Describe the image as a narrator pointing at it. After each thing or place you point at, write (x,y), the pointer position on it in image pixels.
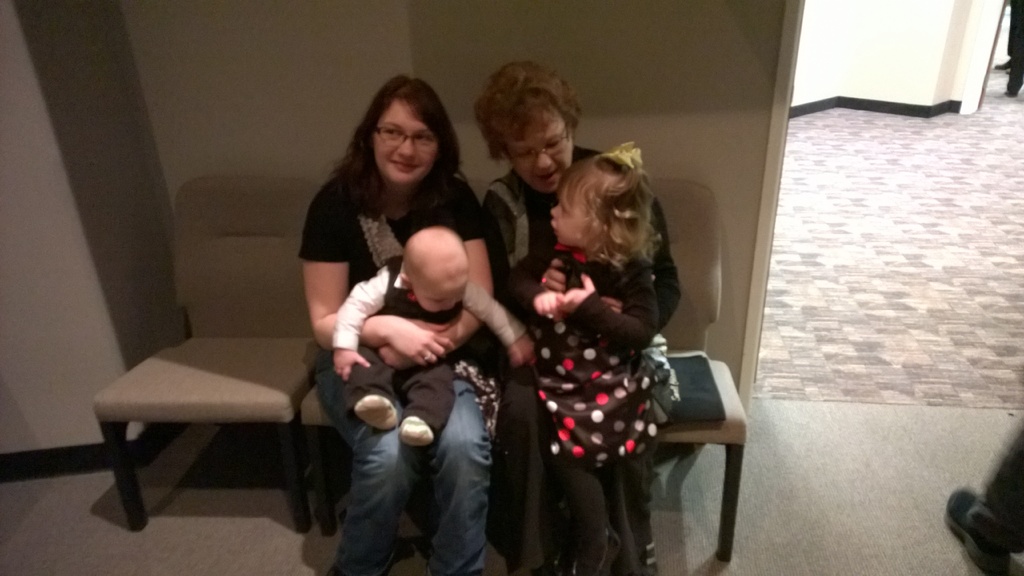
In this picture there are two women (443,207) sitting on the chair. There is a chair (229,354).
